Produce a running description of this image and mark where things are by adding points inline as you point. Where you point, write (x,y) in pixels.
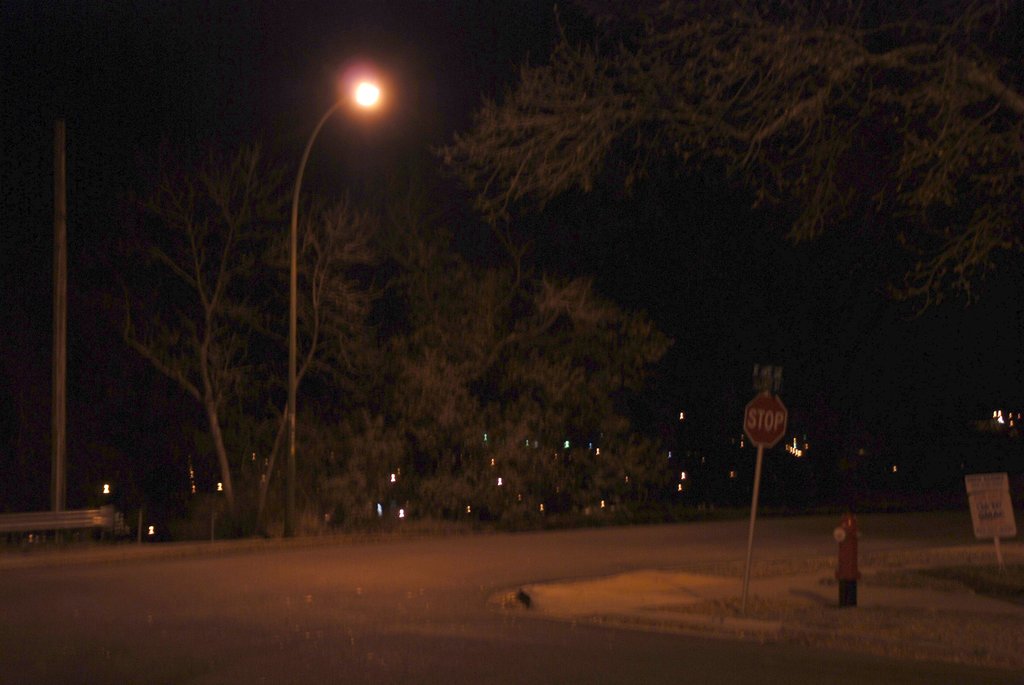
In this image we can see road (664,529), sign board (761,427), hydrant (847,576), street pole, street light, trees (433,430) and electric lights (253,458).
